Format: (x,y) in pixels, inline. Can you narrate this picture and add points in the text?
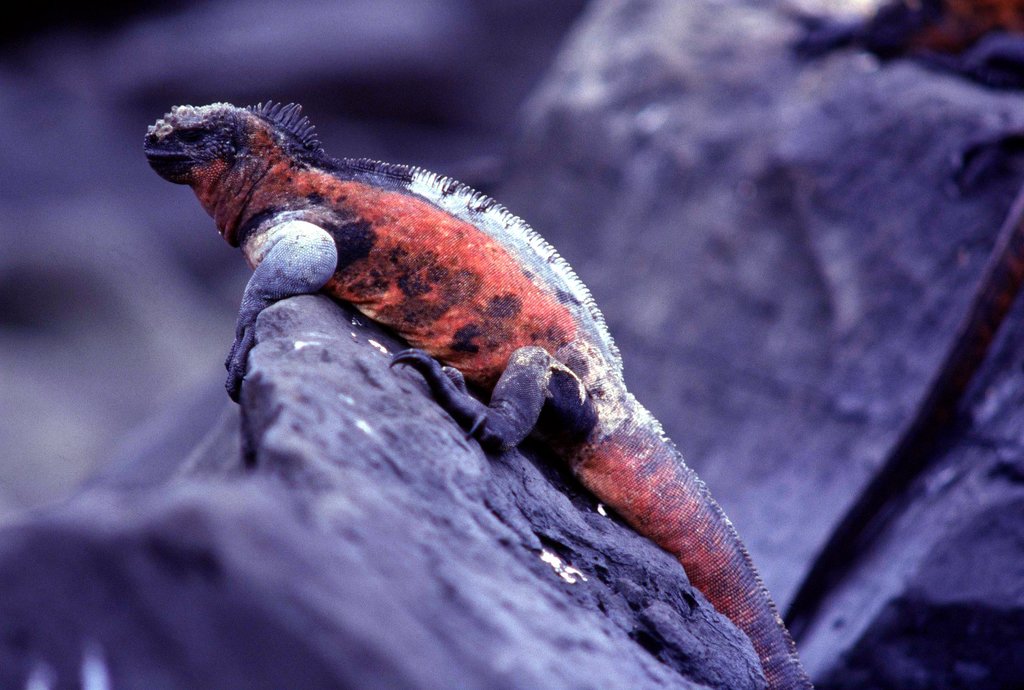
In this image we can see the marine iguana (552,365) on rocks (670,340), which is red, black, and white in color.
